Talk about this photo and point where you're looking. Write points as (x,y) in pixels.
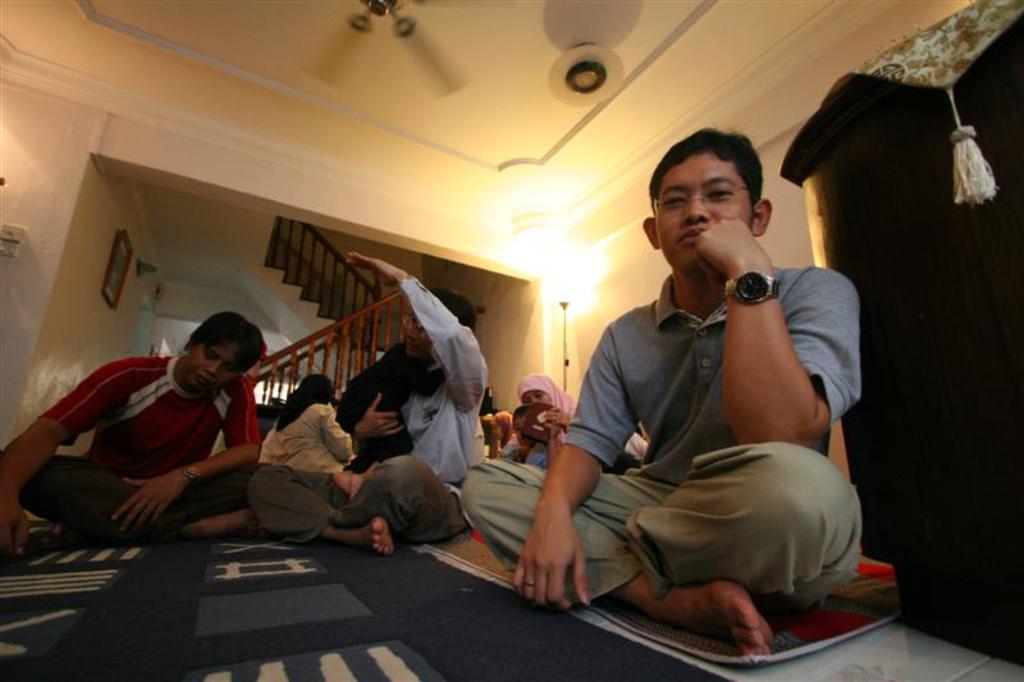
In this image we can see a few people (387,361) sitting on the floor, there are stairs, railings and a photo frame (120,273) on the wall (135,275), at the top (418,36) we can see a fan (404,31) and also we can see the lights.
